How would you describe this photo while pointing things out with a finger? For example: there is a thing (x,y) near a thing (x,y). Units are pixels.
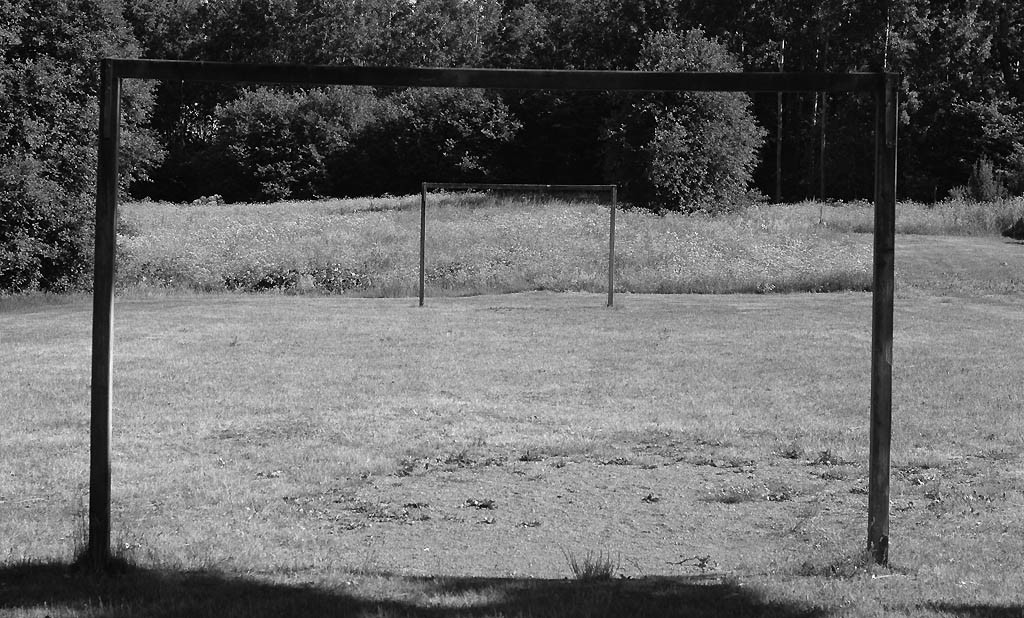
This is a black and white picture, there is a goal post (125,69) in the front (116,69) and in the back (423,272) on the grassland (521,246), over the background (55,75) there are trees (563,114).
